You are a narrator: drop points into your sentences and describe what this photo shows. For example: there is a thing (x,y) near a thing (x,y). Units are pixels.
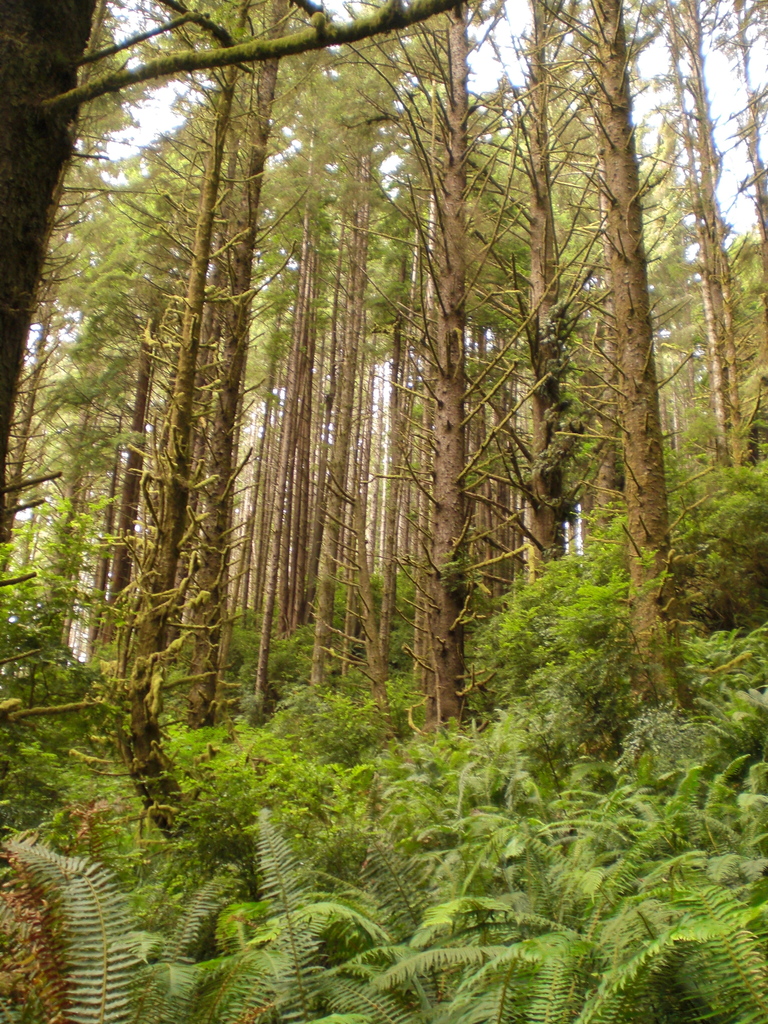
In this image there are trees (407,157). At the bottom (217,944) there are plants (415,864). In the background (503,45) there is sky (505,41).
